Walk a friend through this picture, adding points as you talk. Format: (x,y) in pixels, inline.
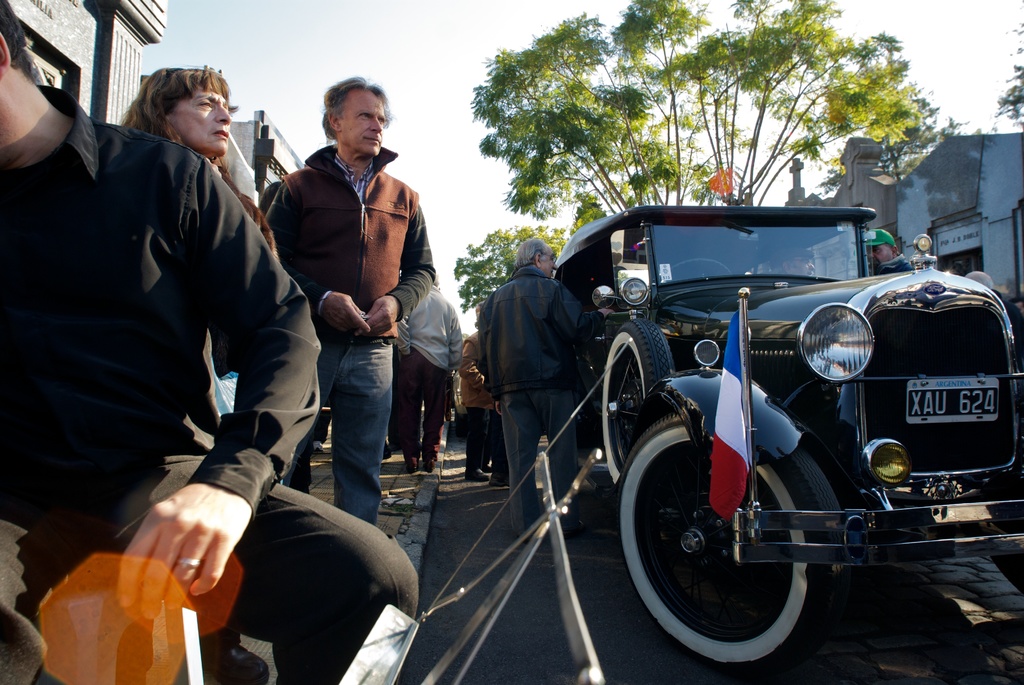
These persons (407,248) are standing. This is a black vehicle (771,231) with flag (734,393). Far there are buildings (79,70) and tree (626,106).
